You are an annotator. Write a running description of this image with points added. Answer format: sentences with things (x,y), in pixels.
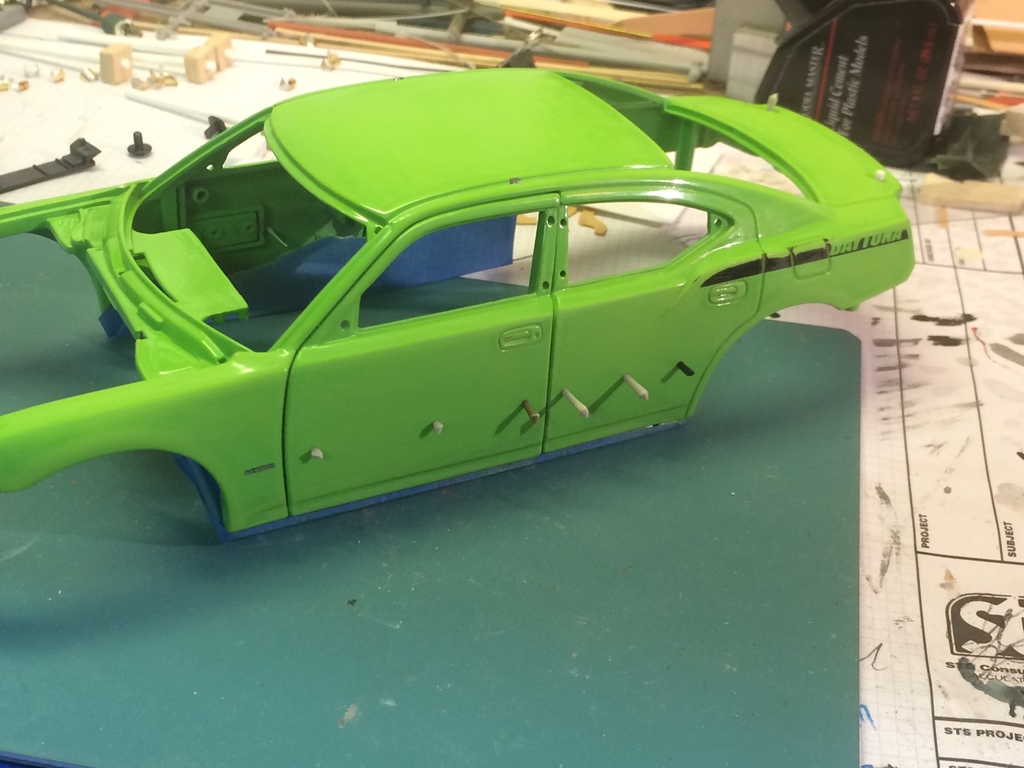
In this image there is a toy car (410,359) and some other objects (134,141) on a table (146,169).
